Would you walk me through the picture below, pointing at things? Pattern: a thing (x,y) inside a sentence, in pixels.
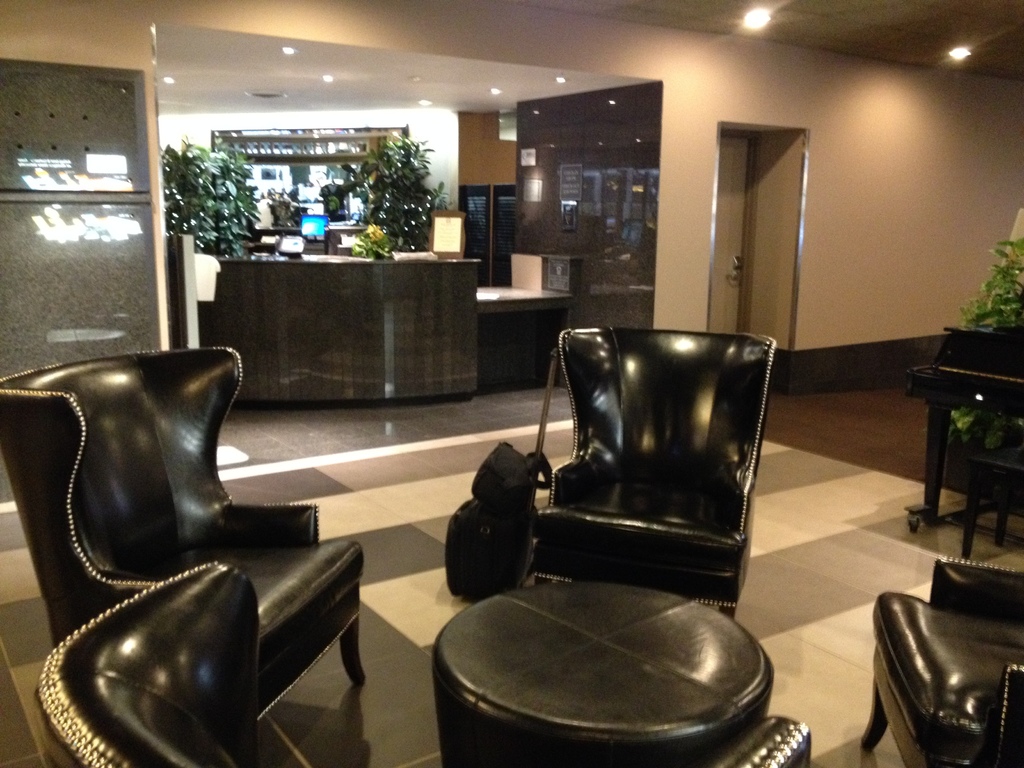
This picture is an inside view of a room (297,208). In this picture we can see the chairs (972,630), tables (712,631), bag (532,483), wall (636,251), door (730,213), plants (367,202), lights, screen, boards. On the table (342,279) we can see some objects (401,258). On the left side of the image (33,163) we can see the reflection (68,168) of the text (53,164) and lights (44,180). At the top of the image (846,9) we can see the roof (896,25) and lights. At the bottom of the image (849,721) we can see the floor (28,721).
